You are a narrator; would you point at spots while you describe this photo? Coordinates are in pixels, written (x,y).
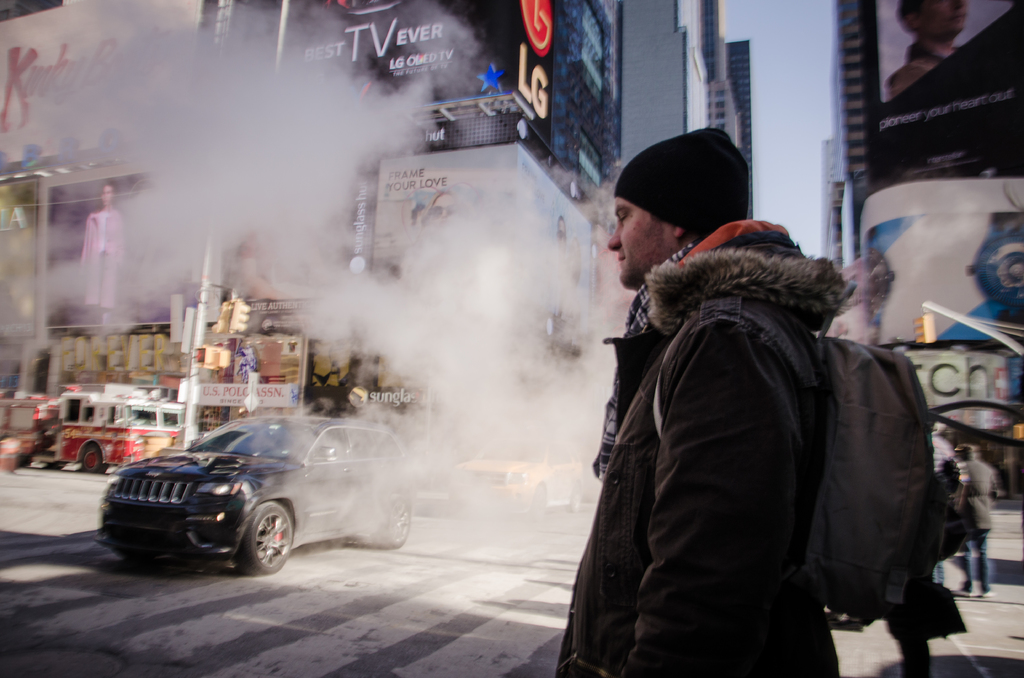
In this picture there is a man (677,474) standing and carrying a bag (850,396) and wore a cap (664,150) and we can see vehicles (270,472) on the road (163,573) and smoke (518,490). In the background of the image (787,84) we can see buildings (138,322), hoardings (316,361), person (979,482) and sky (787,84).
